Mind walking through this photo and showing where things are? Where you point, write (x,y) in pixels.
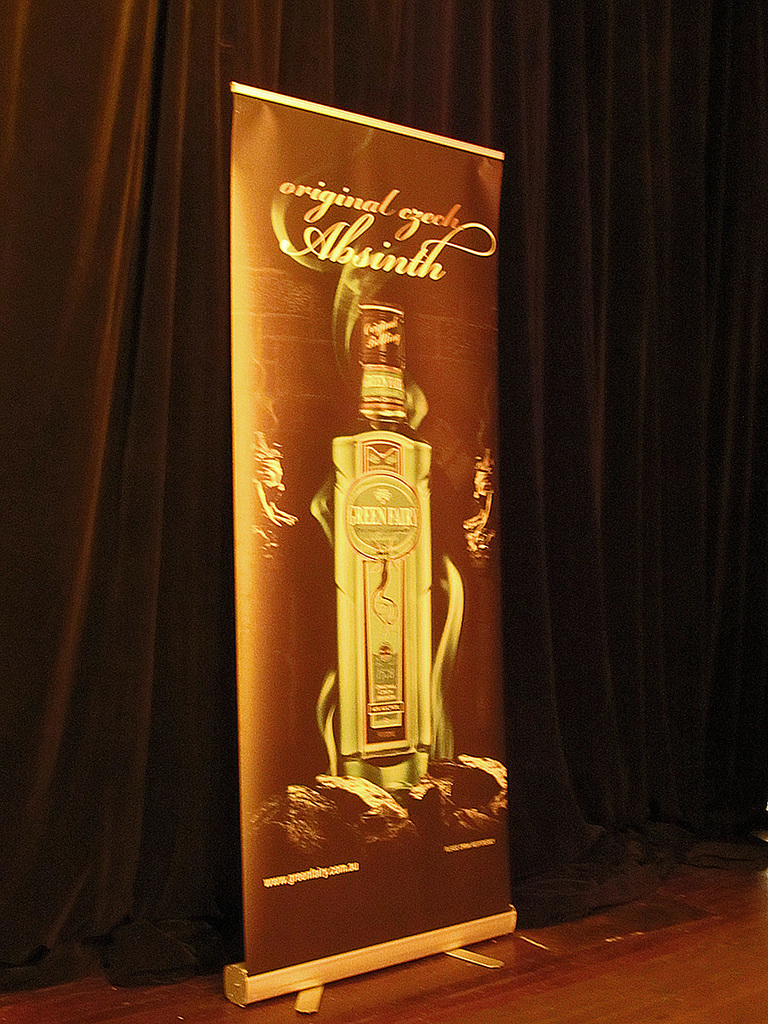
In the center of the image (355,442) we can see a banner (318,333). In the background (676,389) there is a curtain (645,327).
